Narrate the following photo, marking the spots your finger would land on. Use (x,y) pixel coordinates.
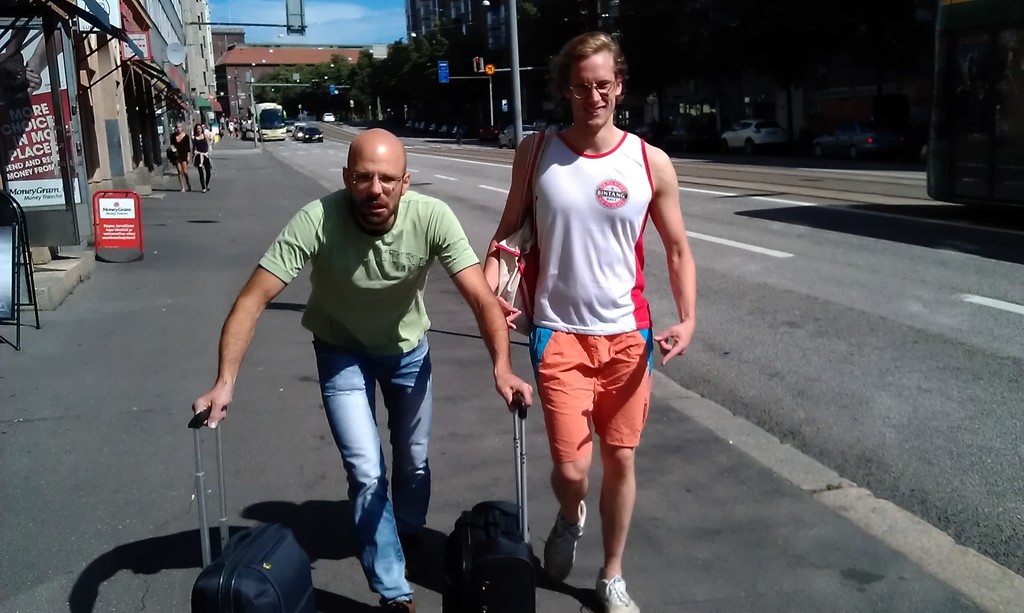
In the foreground (555,259) I can see two persons (425,307) are holding bags (504,539) in their hand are walking on the road (545,469). In the background (648,66) I can see boards (44,185), buildings (217,111), shops (135,109), posters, light poles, vehicles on the road (332,133), trees (484,104), crowd (236,125) and the sky (386,17). This image is taken may be during a day.
